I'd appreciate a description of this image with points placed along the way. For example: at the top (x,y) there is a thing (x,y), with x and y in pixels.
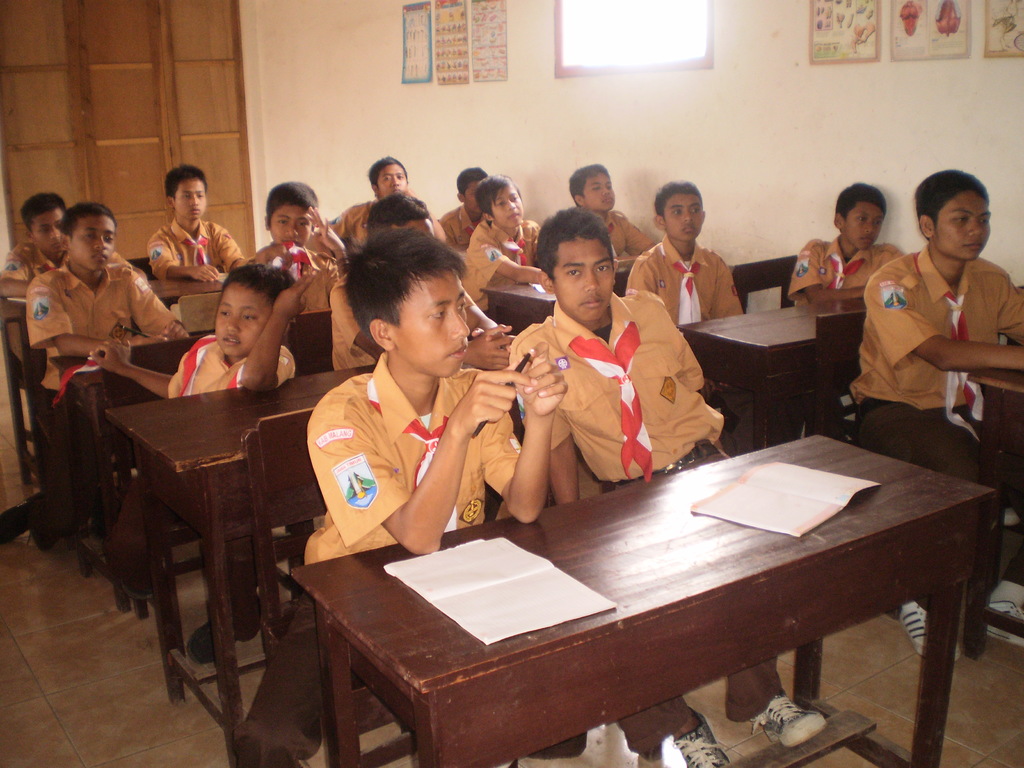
In this picture there are group of people (688,221) sitting on the chair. There is a book (533,586). There are pictures (478,46) on the wall (820,143).
